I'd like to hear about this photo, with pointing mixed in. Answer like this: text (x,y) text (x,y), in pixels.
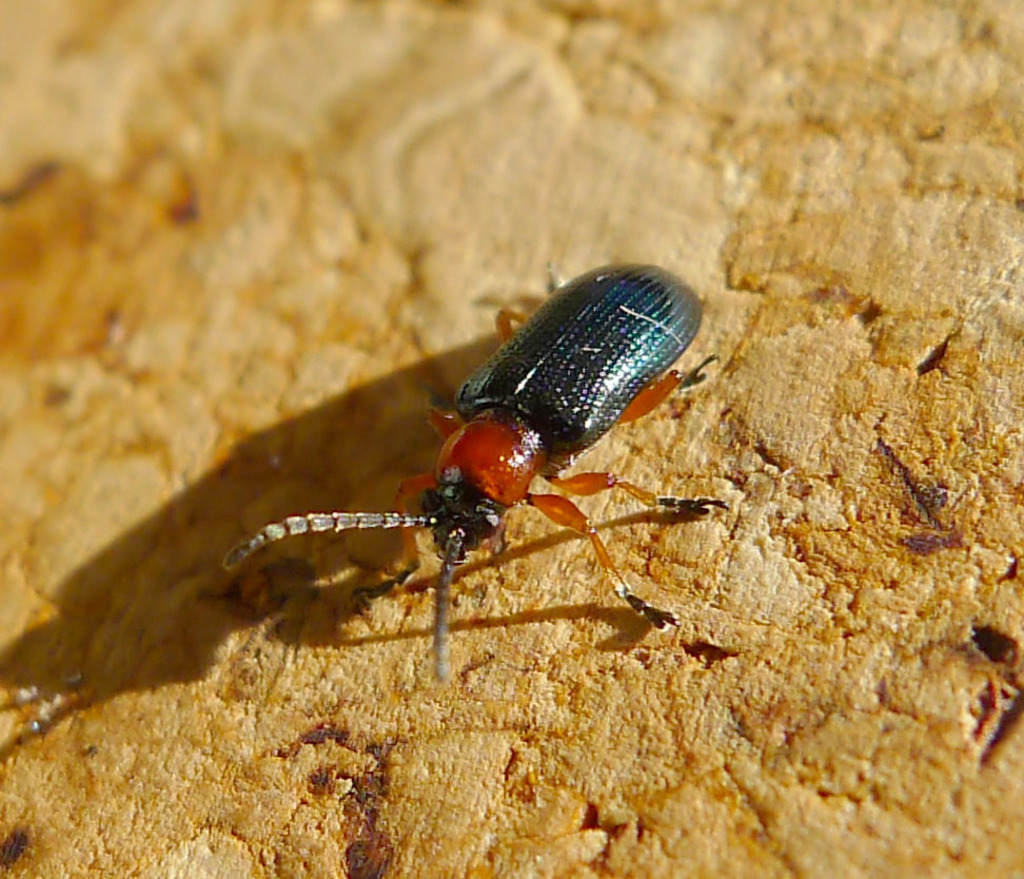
In this image there is an insect (505,485) on the surface (408,325).
